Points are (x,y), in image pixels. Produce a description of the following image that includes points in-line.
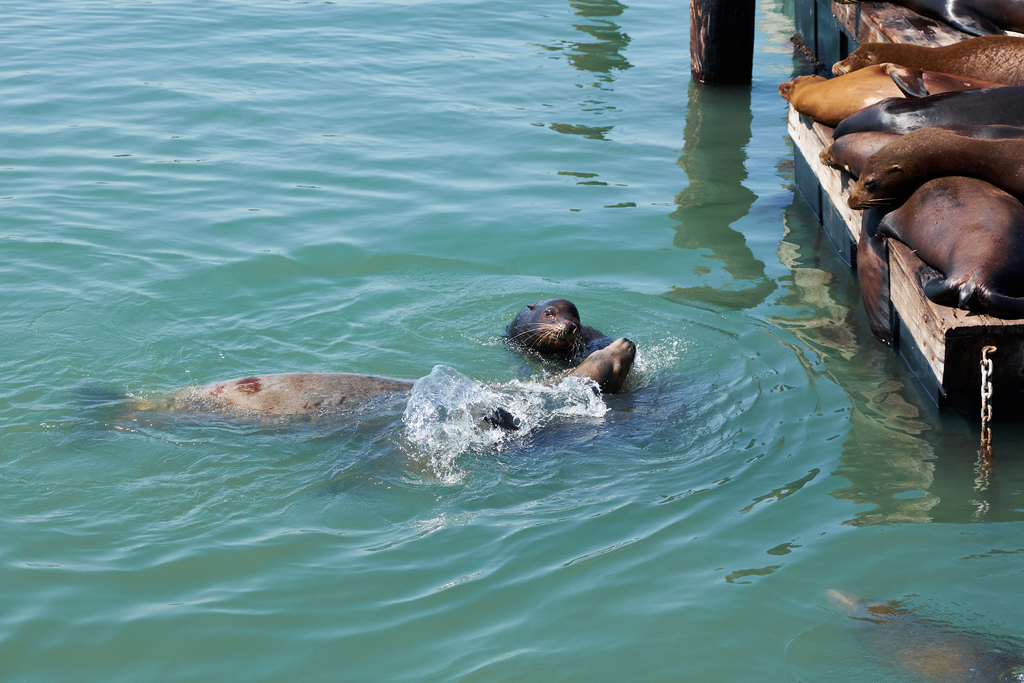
On the right side (929,154) there are few seals (904,126) on a wooden surface (853,223). In the middle of the image (494,427) I can see some more seals (267,395) in the water (394,255).
